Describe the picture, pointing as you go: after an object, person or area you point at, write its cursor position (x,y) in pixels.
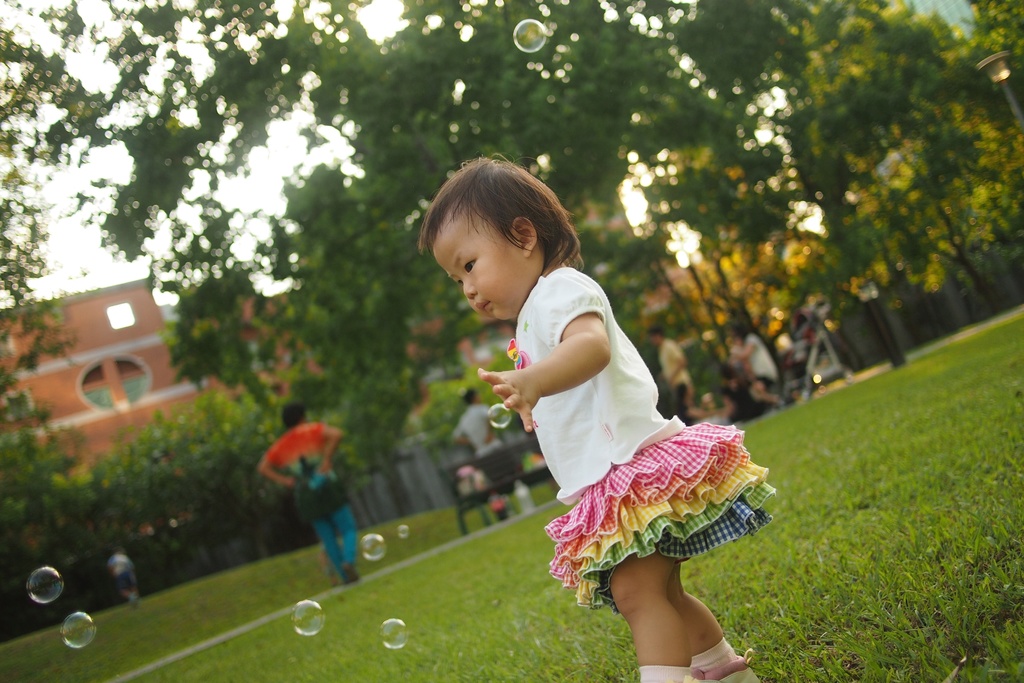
In the front of the image (550,366) we can see a baby (478,270), near to that baby (535,253) there are air bubbles (58,583). Land (799,442) is covered with grass (759,581). In the background (700,358) we can see people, bench (532,442), trees (403,358), sky (350,172), building (15,327) and things (506,502).
